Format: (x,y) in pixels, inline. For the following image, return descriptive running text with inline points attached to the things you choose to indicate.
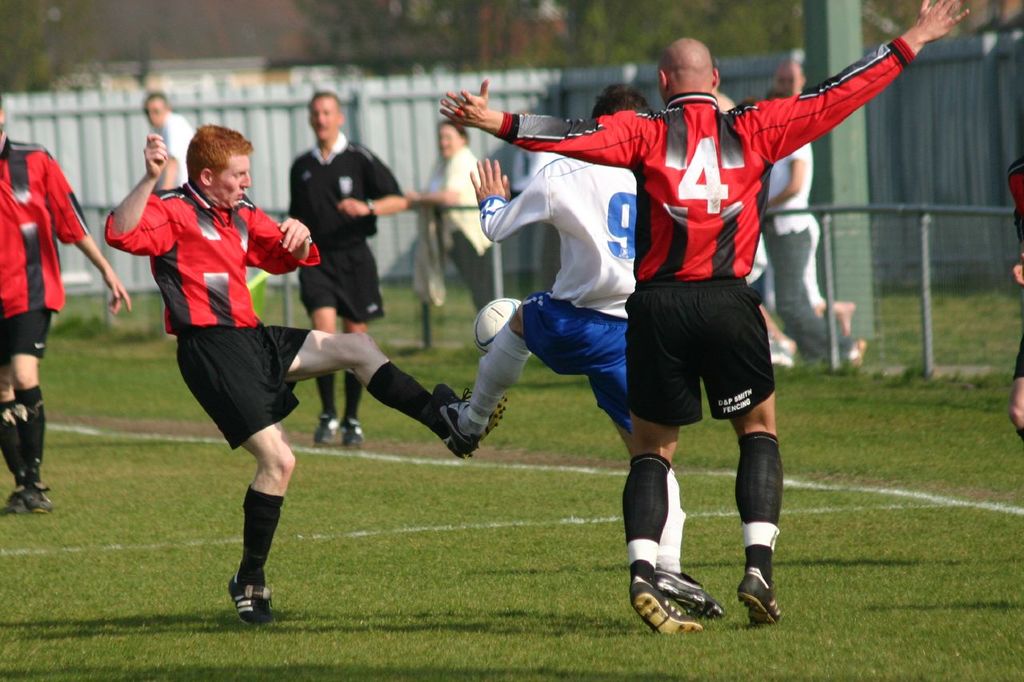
In this image I can see group of people (714,250) playing game. In front (702,231) the person (700,250) is wearing black and red color dress (694,360) and the person (549,320) at left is wearing white and blue color dress (552,302) and I can see a ball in white color. Background (201,116) I can see a shed (391,132) and I can see trees (504,58) in green color.
